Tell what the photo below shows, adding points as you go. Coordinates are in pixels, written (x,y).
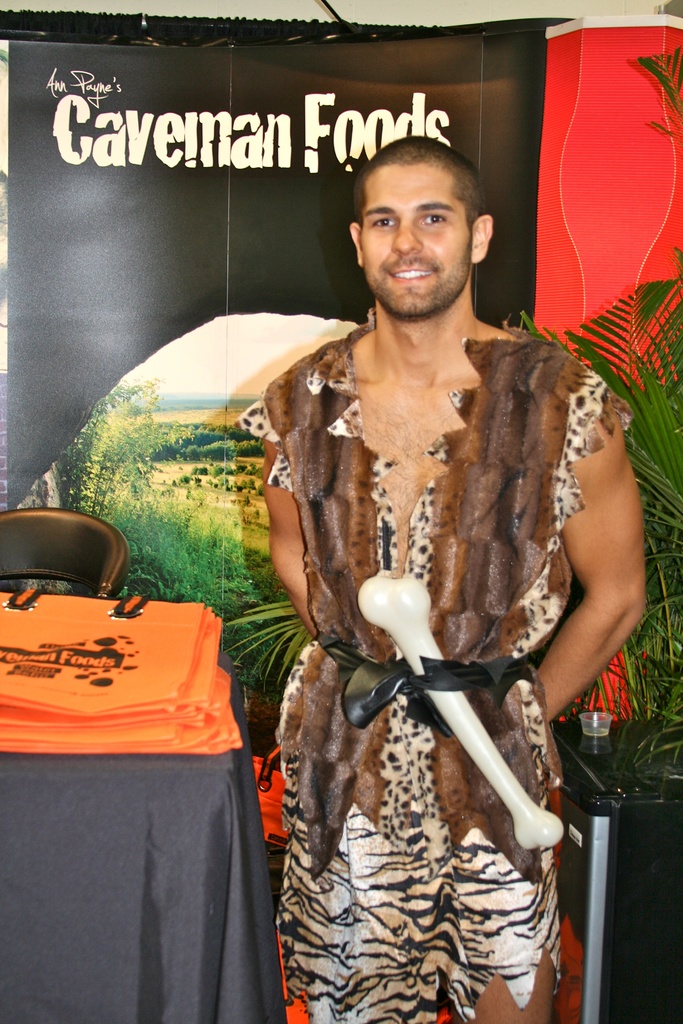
Here we can see a man (409,473) and he is smiling. This is table (195,819). On the table (208,809) there is a cloth (173,839) and bags (132,718). There is a chair (97,565) and a plant (668,566). In the background (188,389) there is a banner (176,368).
